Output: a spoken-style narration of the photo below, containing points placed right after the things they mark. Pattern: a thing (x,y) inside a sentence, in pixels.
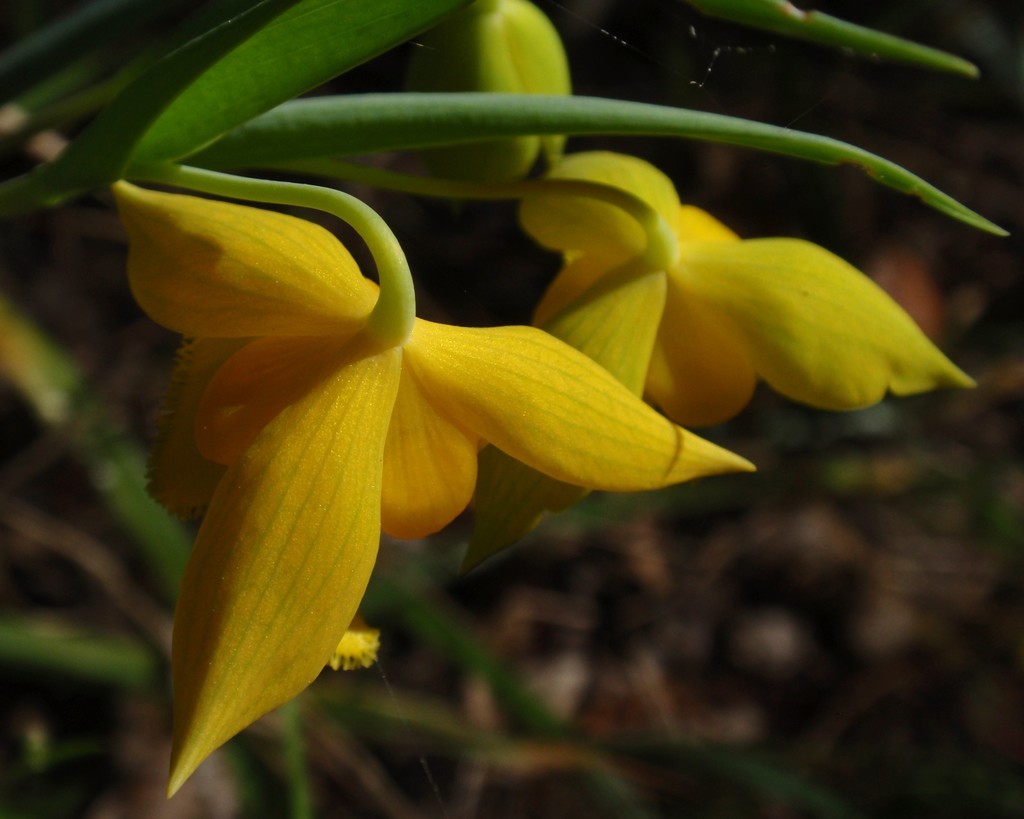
In this picture i can see the flowers (518,493) on the plant (562,471). At the top (419,5) i can see the leaves (225,14).
